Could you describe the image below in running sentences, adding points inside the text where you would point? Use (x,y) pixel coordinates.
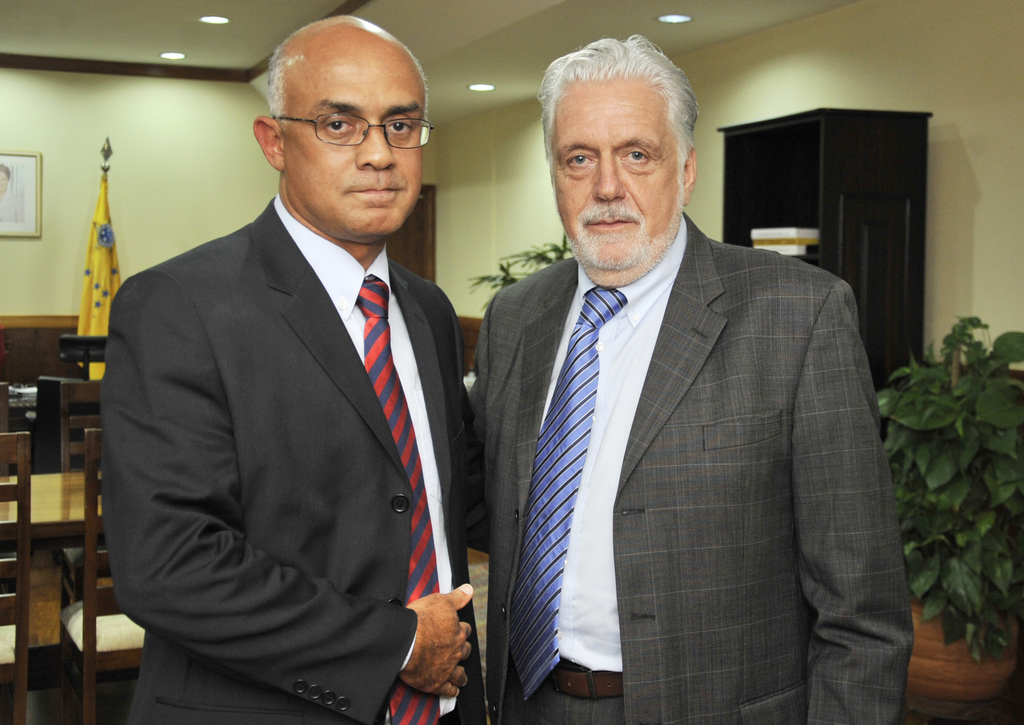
In this image can see two persons (631,466) wearing the suits (560,704) and standing. In the background (28,476) we can see the tables (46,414) with chairs (20,464). We can also see the yellow color flag pole (92,303) and also a house plant (933,381) and the wardrobe (838,164). There is also a frame (37,194) attached to the plain wall (174,146). We can also see the ceiling (534,49) with the lights (681,16). Door (419,215) is also visible.
